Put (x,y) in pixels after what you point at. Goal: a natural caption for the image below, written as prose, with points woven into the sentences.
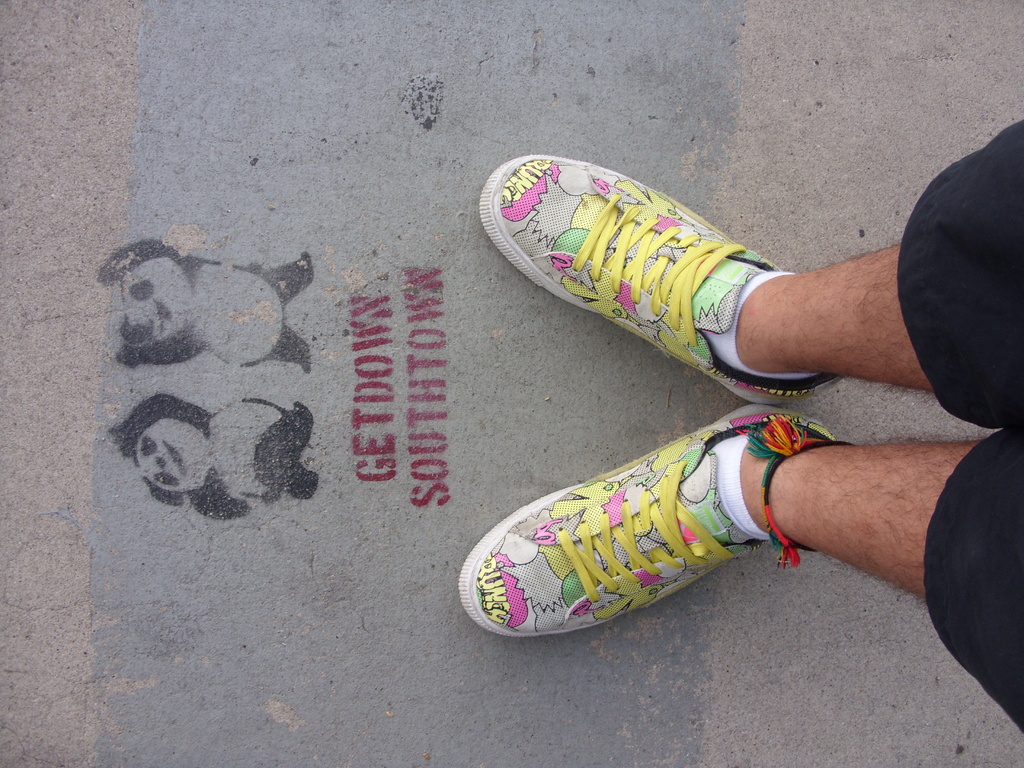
There are two legs (801,325) of a person (799,344) on the right side of the image (809,459), there is paint (301,346) and text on the road (309,363).
